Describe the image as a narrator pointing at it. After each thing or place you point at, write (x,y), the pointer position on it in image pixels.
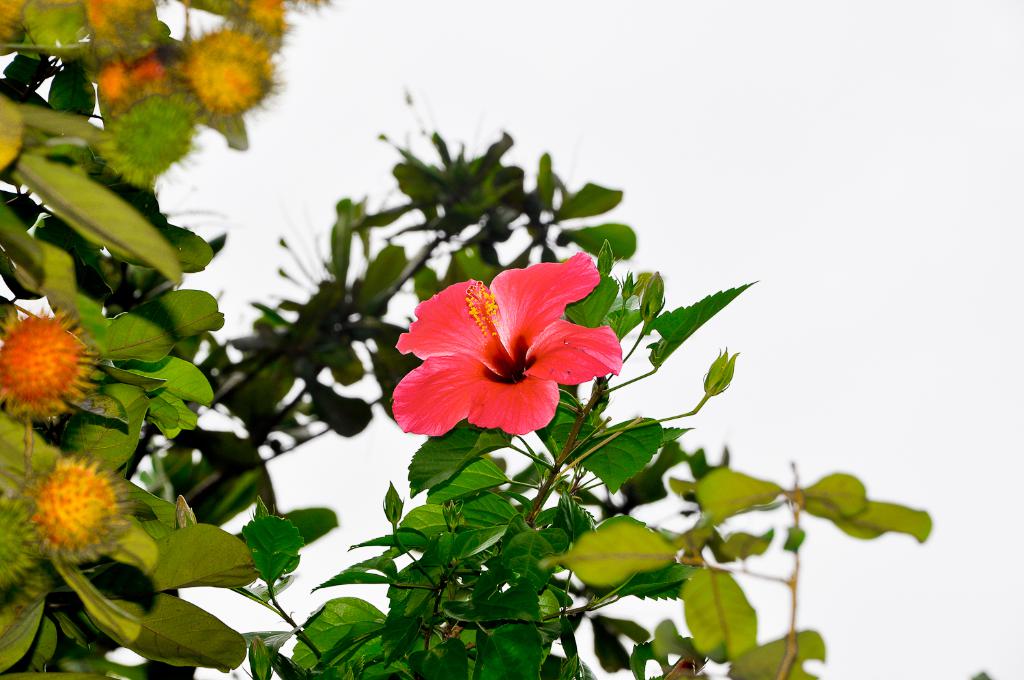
In the center of the image (437,358) we can see flower (433,362) to the plant (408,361). In the background (771,239) there is sky (762,196).
